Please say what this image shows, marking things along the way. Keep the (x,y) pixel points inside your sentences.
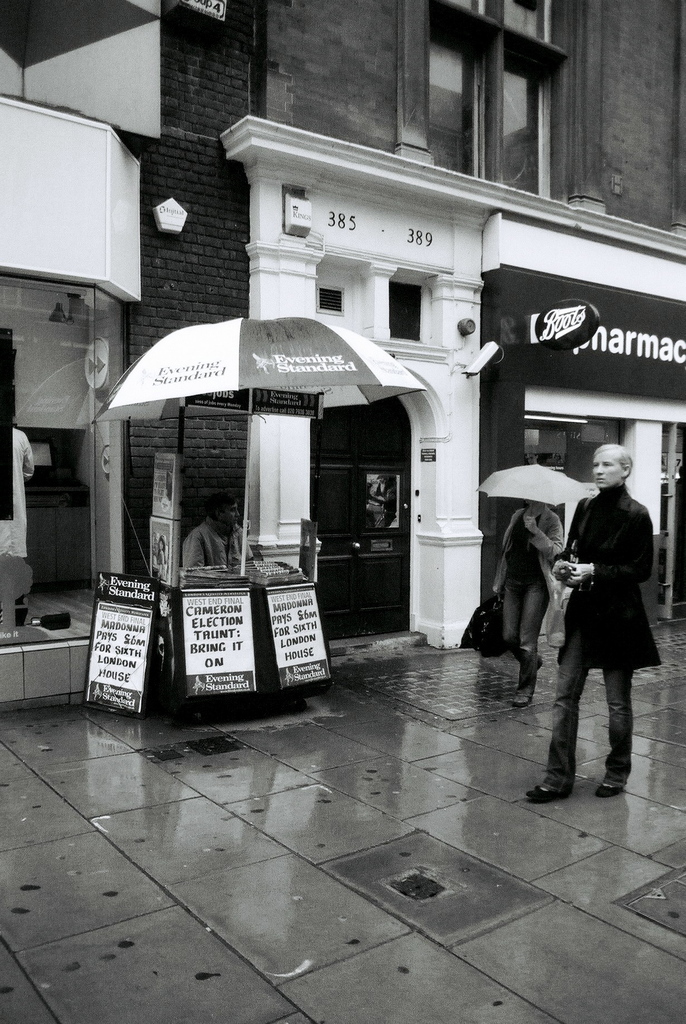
This is a black and white image. There are a few people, umbrellas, boards (291,625) with text (142,628). We can see the wall (221,77) with some windows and doors (332,514). We can also see the ground (84,978) and some glass (36,390).
